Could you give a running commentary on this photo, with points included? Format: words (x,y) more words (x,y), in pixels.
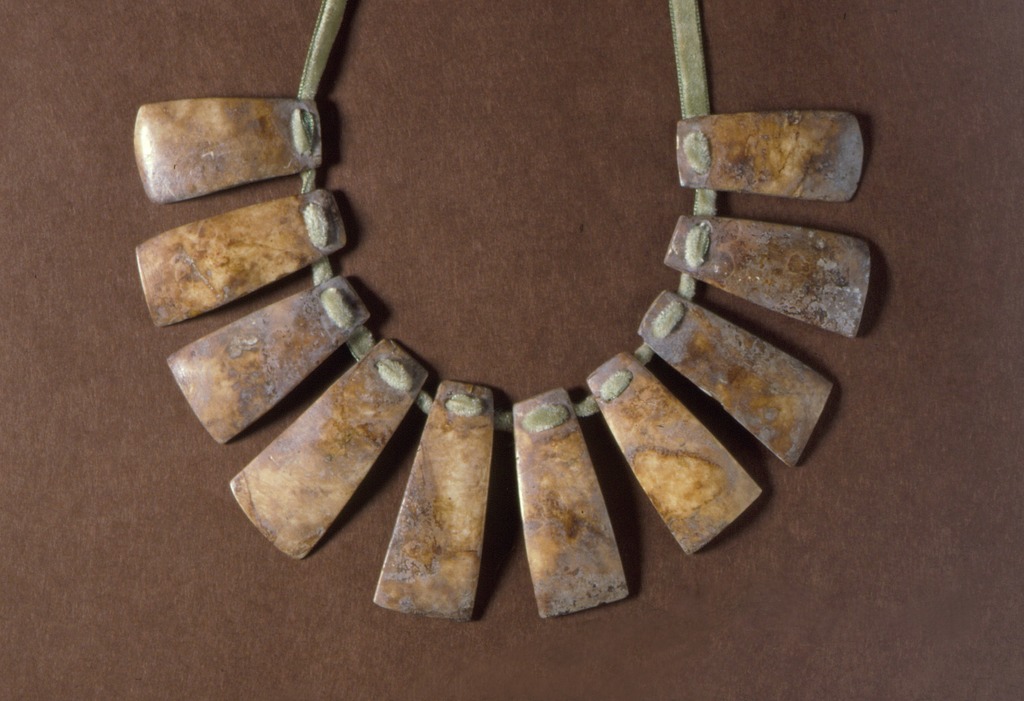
This image looks like an ornament (315,432). The background (115,43) is brown in color.
